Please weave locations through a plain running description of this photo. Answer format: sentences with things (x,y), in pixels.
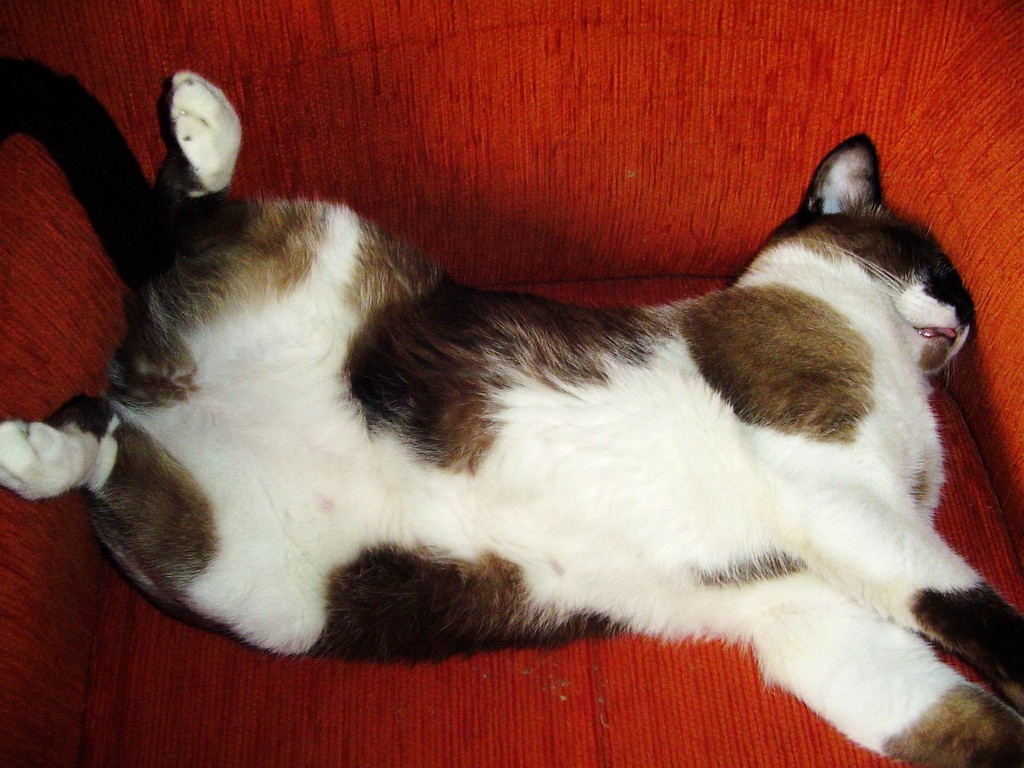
In this picture we can see a cat (407,537) on a red color object (97,567).
